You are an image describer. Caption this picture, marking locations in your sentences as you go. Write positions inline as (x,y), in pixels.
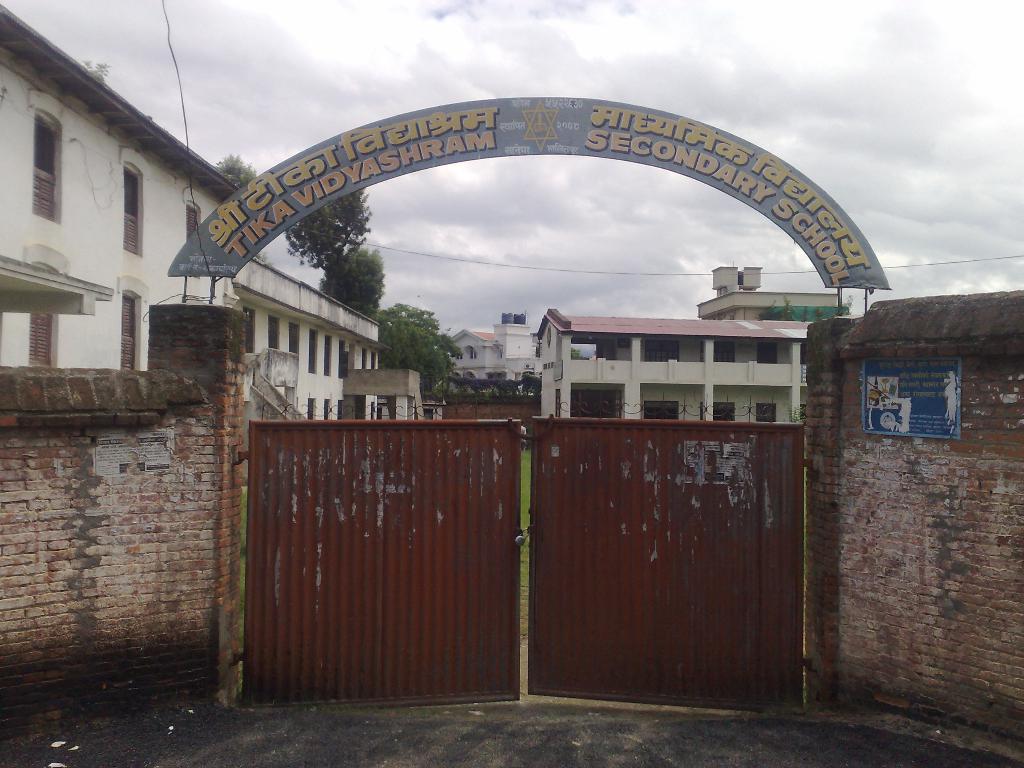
I think this looks like a school (684,367) as written on the board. This is the door (582,564) with a lock (522,544) which is used to access the school (583,415). This is the board (769,202) with tika vidyashram secondary school. I can see few other buildings (219,294). These are the trees (370,288).
